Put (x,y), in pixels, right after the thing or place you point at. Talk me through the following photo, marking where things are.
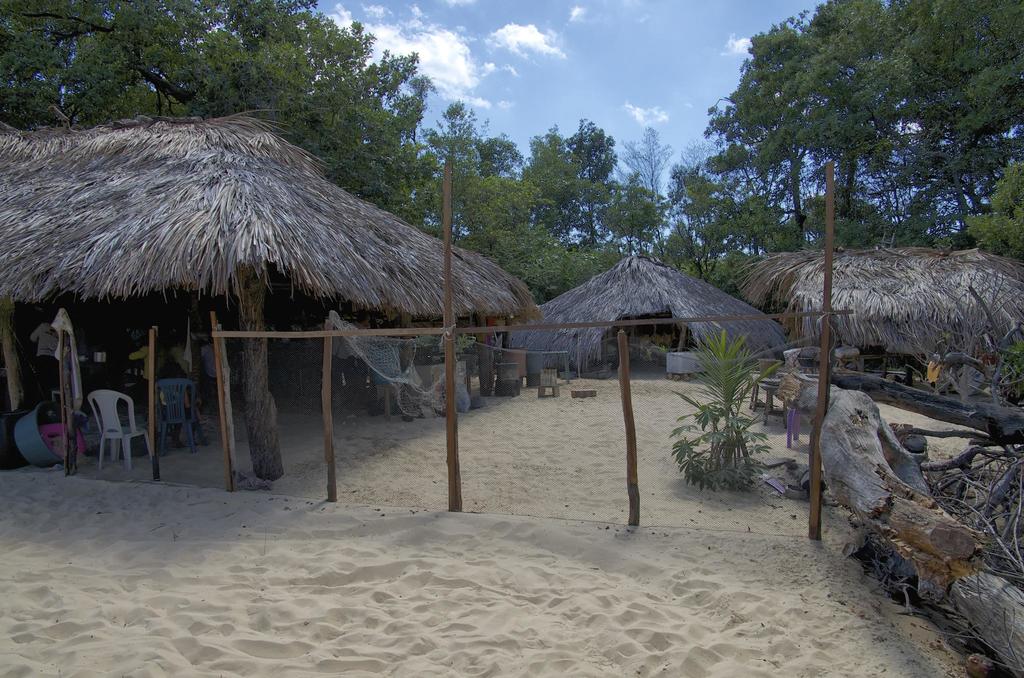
In this image we can see many trees (826,148) and plants (719,342). We can see the cloudy sky (598,103). There are few huts (852,334) in the image. There is a person (52,357) at the left side of the image (41,366). There are few objects (15,419) in the image.
